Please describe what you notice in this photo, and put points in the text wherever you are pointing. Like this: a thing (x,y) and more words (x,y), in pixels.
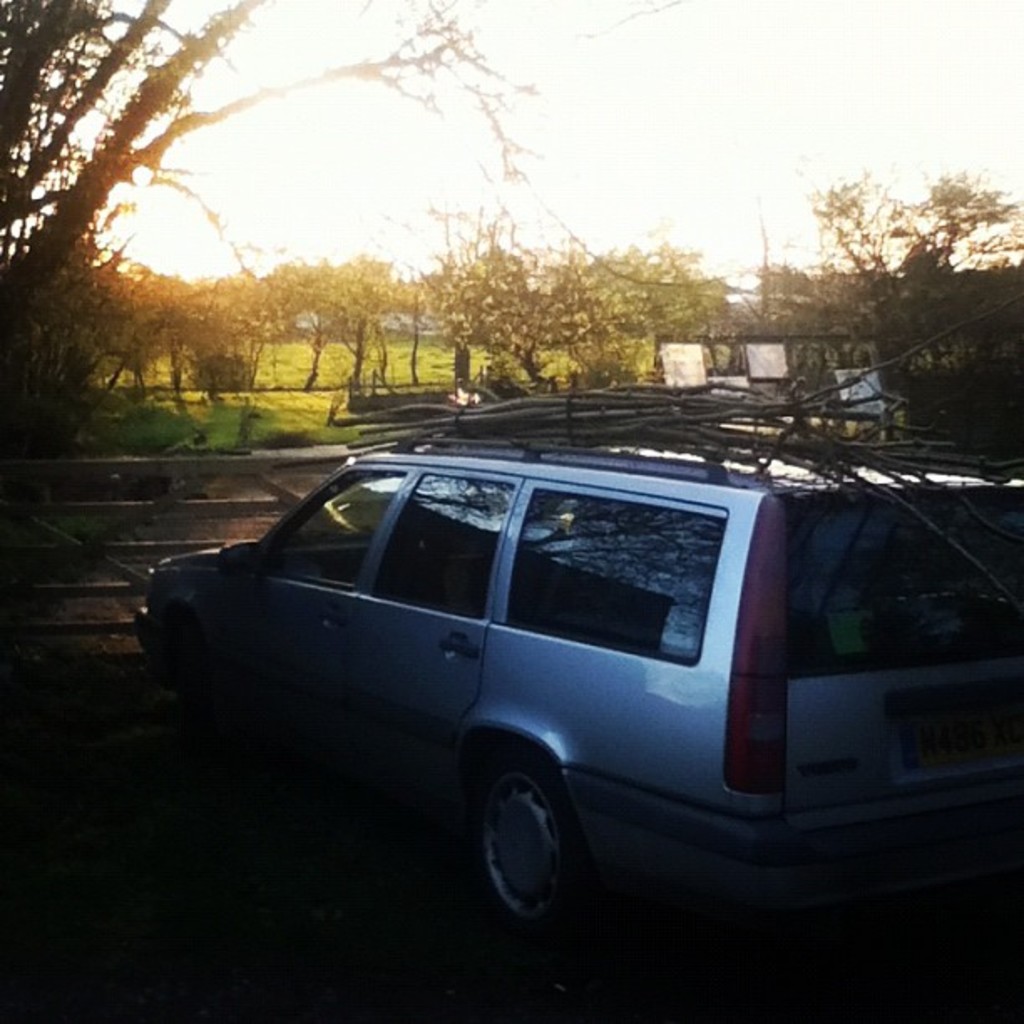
This image is taken outdoors. At the top of the image (546,133) there is the sky (286,168). In the background (260,412) there is a ground (311,406) with grass (332,366) on it. There are a few trees (329,305) with leaves (226,310), stems (117,253) and branches (87,88). There is a wooden fence (58,531). In the middle of the image (456,600) a car (332,711) is parked on the ground (598,938) and there are a few wooden sticks (663,440) at the top of the car (725,473).
